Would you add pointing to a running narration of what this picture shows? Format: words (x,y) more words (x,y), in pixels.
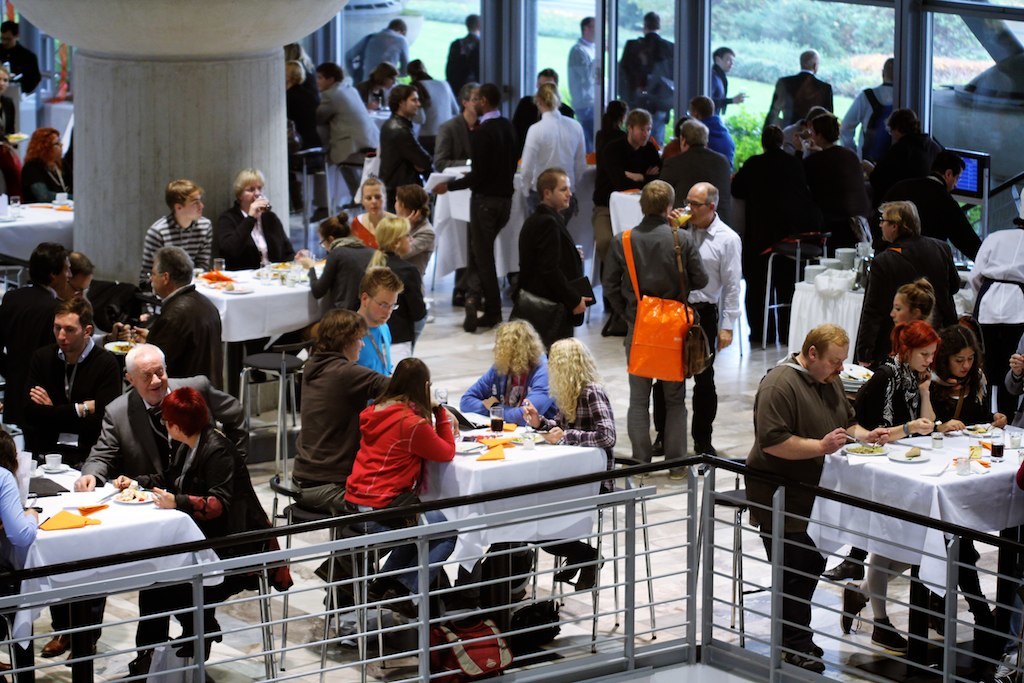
In this picture there are group of people (814,453) on to the right (764,147) there are people (420,173) standing, on the left (39,293) they are sitting and they have a table (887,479) in front of them with some food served on it. IN the backdrop (571,14) there is a pole (238,110) and there is a window (789,20).
